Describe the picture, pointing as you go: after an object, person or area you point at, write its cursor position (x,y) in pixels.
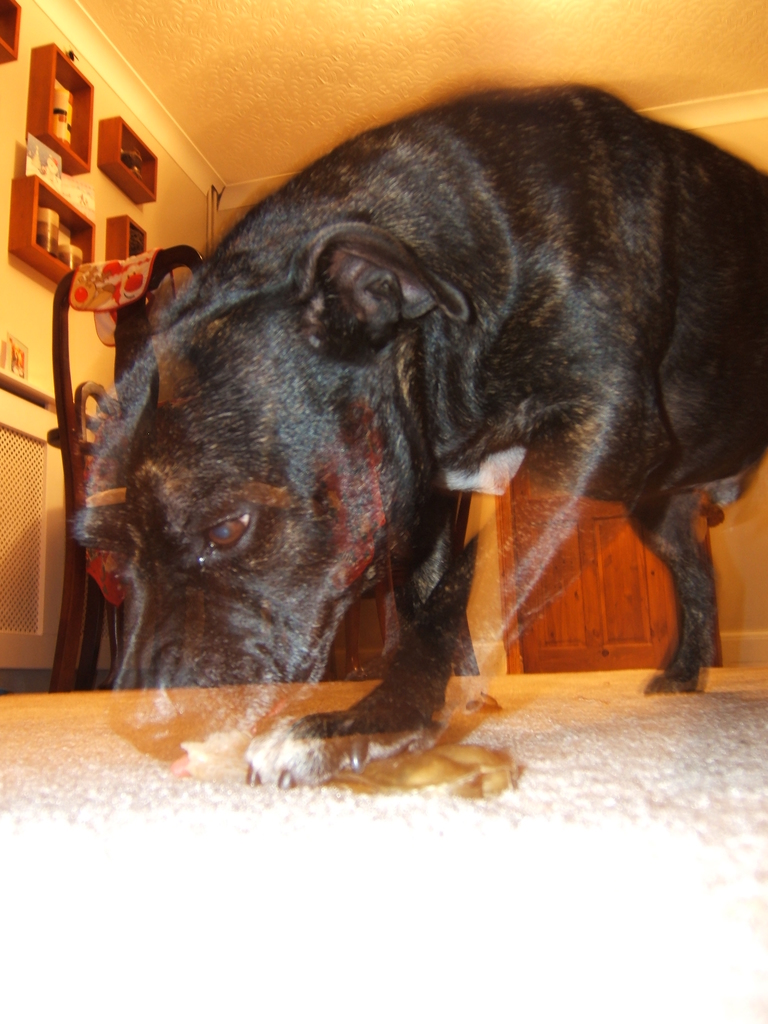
In this image I can see a dog (213,455) in black color, background (753,582) I can see few bottles (58,232) in a rack (88,244), a door (512,641) in brown color and the wall (208,199) is in cream color.
